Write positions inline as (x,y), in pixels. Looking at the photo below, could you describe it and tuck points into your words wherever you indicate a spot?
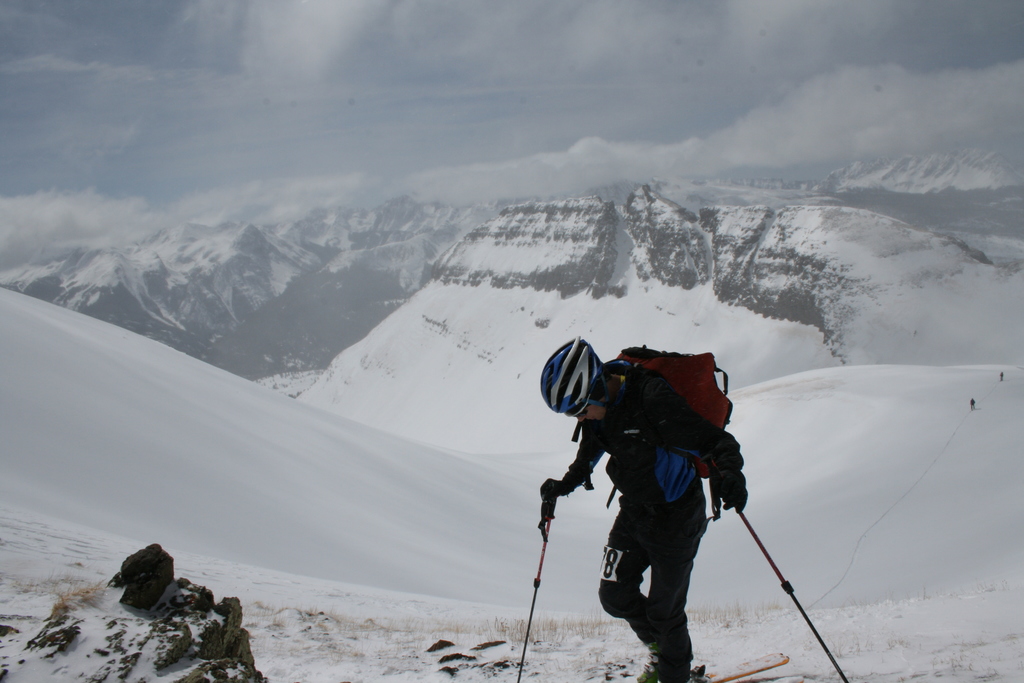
In the middle of the image (673,439) a man (668,401) is doing skating and holding sticks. Behind him there are some hills (49,277) and snow (508,241). At the top of the image (106,160) there are some clouds (342,172) and sky (140,86).
